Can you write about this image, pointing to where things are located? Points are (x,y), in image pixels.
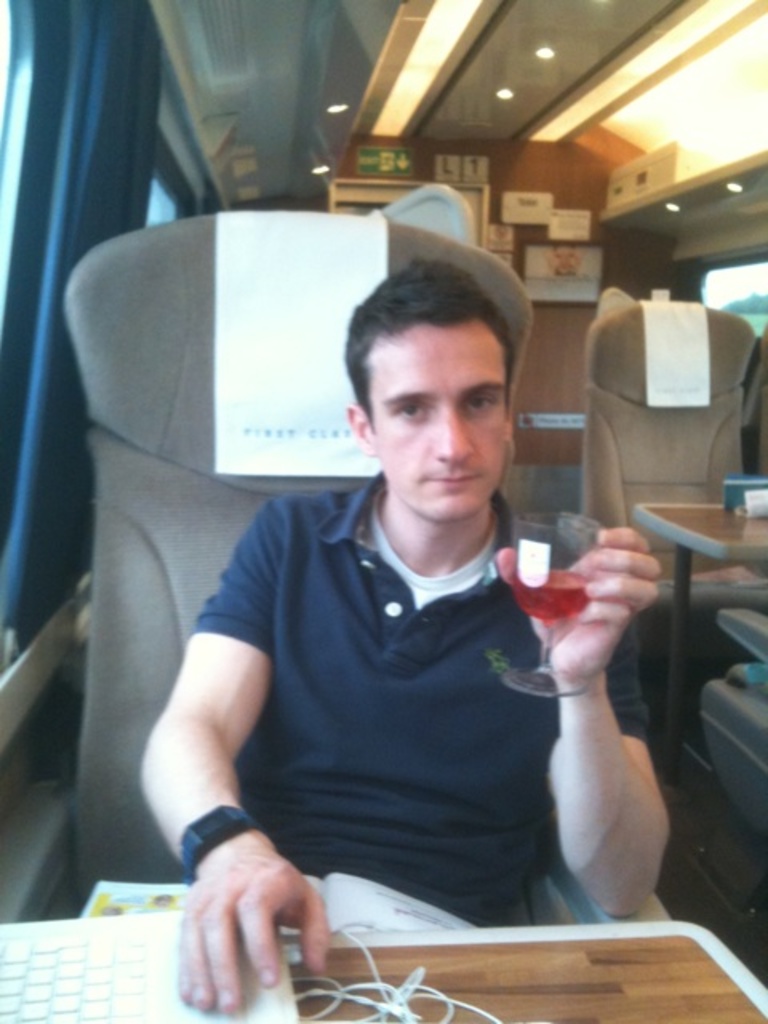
In this picture there is a man (338,591) sitting and holding the glass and there is drink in the glass (581,524) and there is a keyboard (128,1018) on the table (497,997). At the back (717,536) there are chairs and there is a table (726,526). At the top (465,12) there are lights (459,0) and there are boards (526,191) on the wall (601,170). On the left side of the image (23,140) there is a curtain (62,24) at the window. On the right side of the image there are trees (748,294) behind the window (728,294).
